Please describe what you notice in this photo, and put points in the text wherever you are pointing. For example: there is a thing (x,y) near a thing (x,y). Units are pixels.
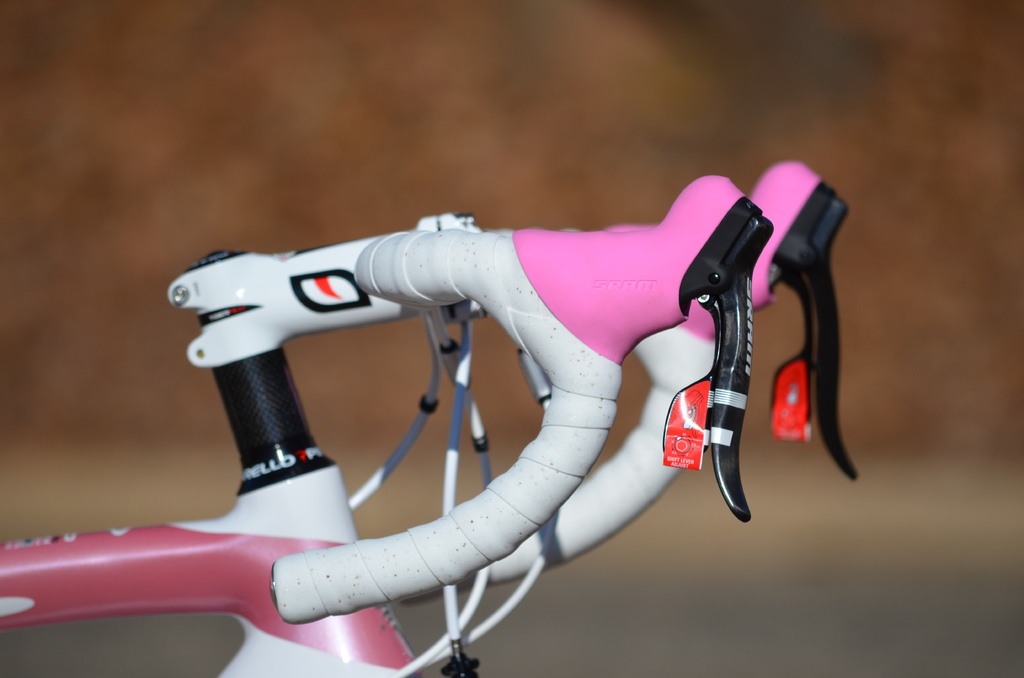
A picture of a bicycle handle (396,572) with gears (548,286). Background it is blur.
